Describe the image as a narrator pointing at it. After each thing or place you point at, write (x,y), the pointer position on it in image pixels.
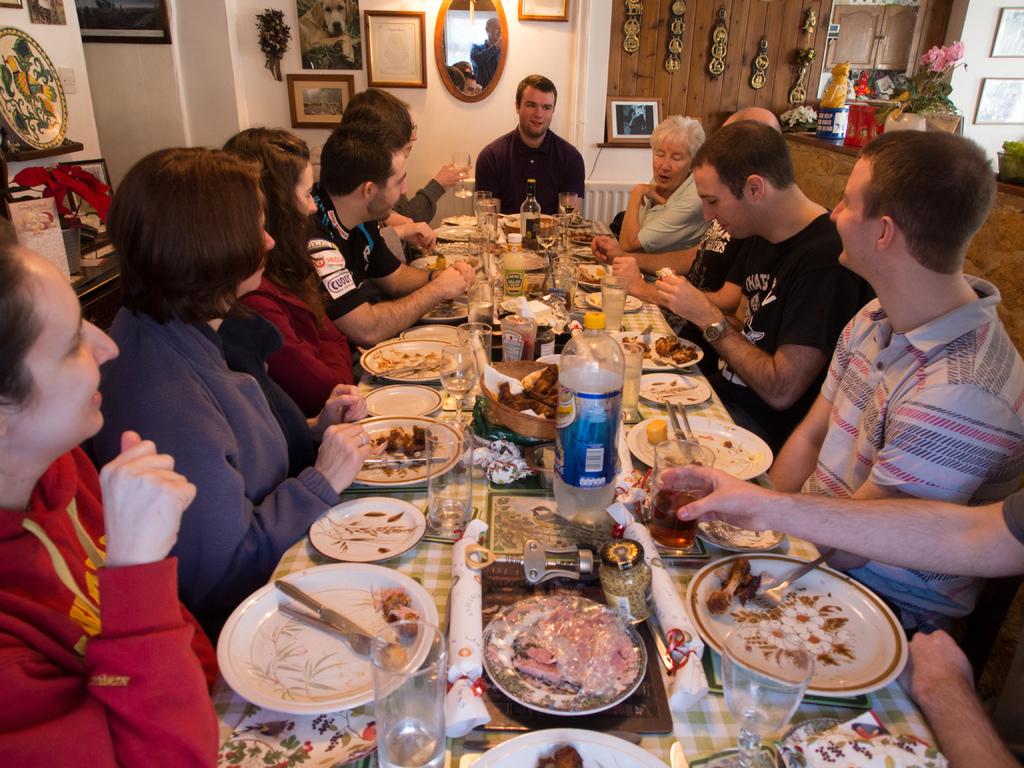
In this picture in the center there is a table (537,629). On the table (534,602) there are glasses (463,497), plates (414,600), bottles (586,395), spoons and there are persons (346,215) sitting. In the background (377,72) there is a mirror (453,77) on the wall (459,108) and there are frames (318,81) on the wall (638,64). On the right side (935,104) there are flower plants (931,92) kept on the table (798,134) On the left side (101,192) on the stand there is an object (71,181) which is red in colour.
